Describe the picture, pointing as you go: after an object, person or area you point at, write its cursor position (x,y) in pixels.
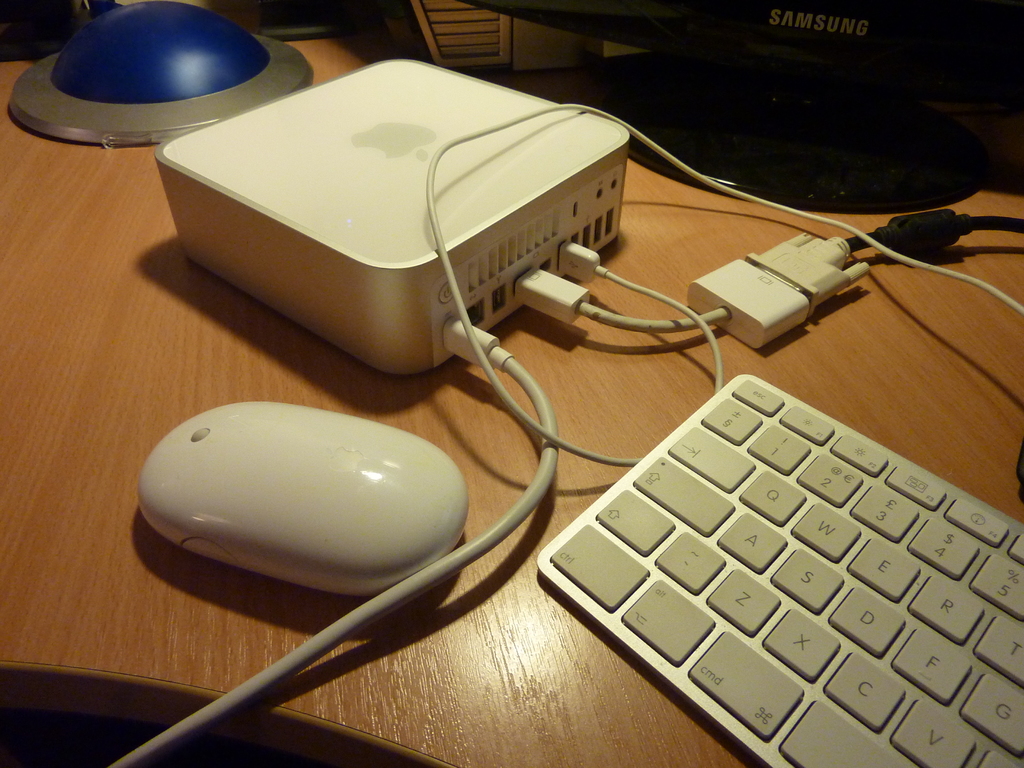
This is the picture of a table (534,624) on which there is a keyboard (788,727), mouse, connector (742,312) and some other things (510,355) around.
